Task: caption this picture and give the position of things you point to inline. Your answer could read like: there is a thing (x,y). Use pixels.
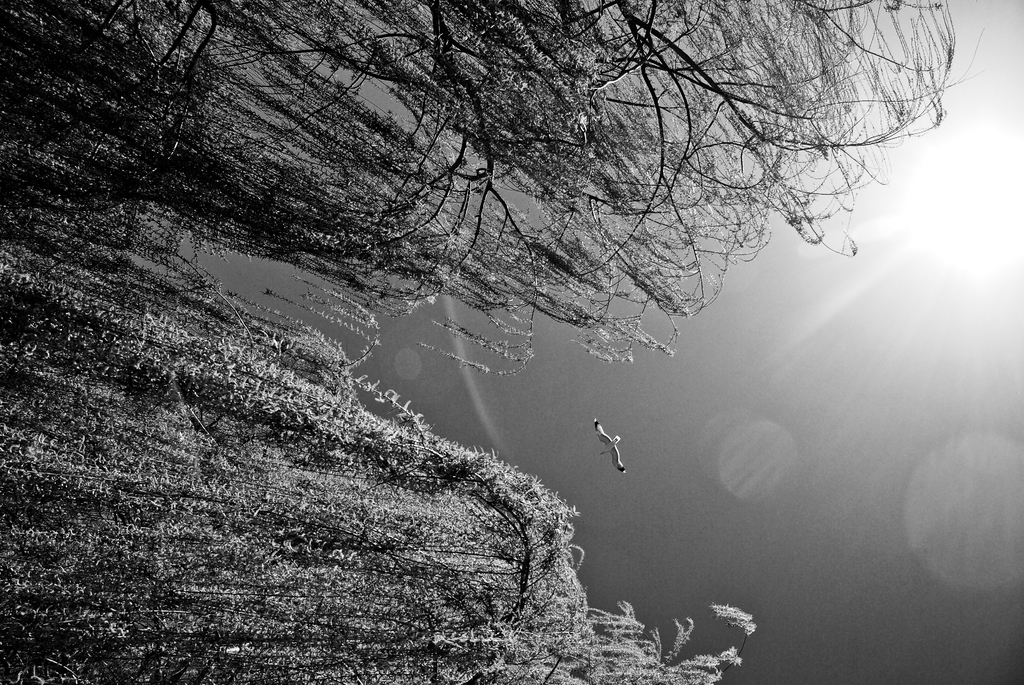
In this image there are trees (649,43) truncated towards the top of the image (485,56), there are trees (80,177) truncated towards the left of the image (78,375), there are trees (238,625) truncated towards the bottom of the image (457,501), there is a bird (607,443) flying, there is the sun (950,174) truncated towards the right of the image (966,239), at the background of the image (746,377) there is the sky (666,367) truncated.
